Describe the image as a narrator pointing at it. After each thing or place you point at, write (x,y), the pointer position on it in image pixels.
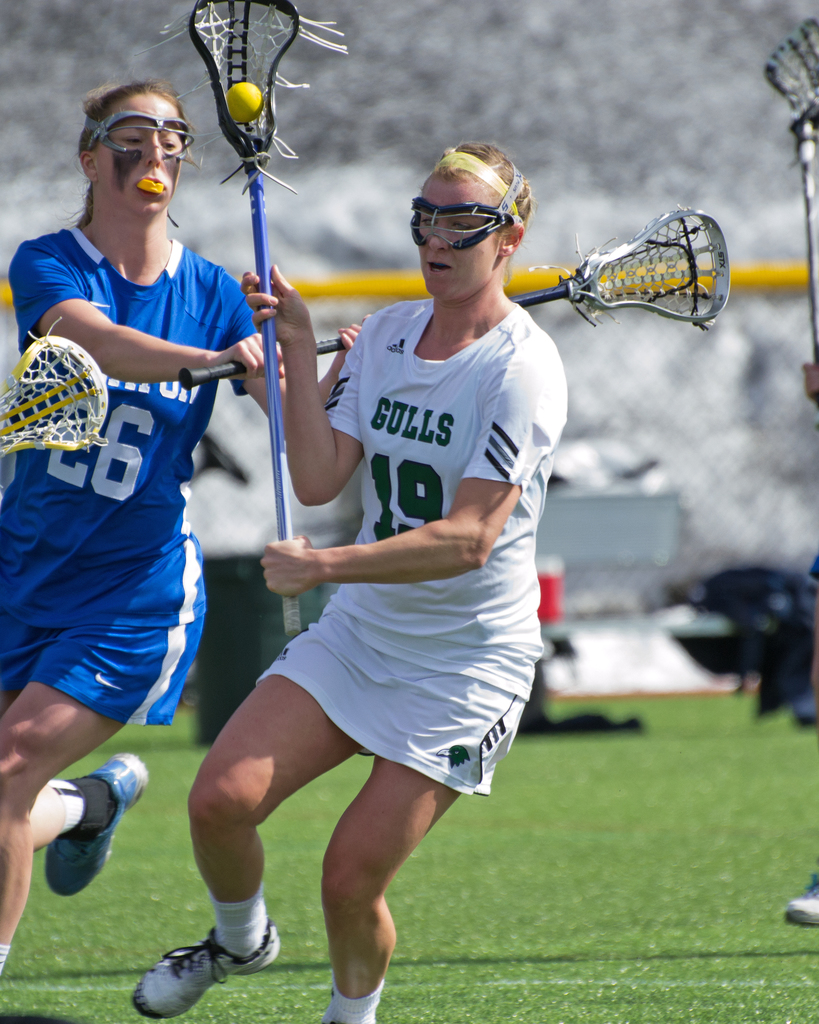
This picture is clicked outside. In the center (437,544) we can see the group of persons (446,398) and we can see the persons (195,347) wearing t-shirts (434,436), holding some objects (641,266) and seems to be running and we can see a ball (248,109), metal rods (557,291), net (689,261), green grass (641,845) and in the background (783,531) we can see some other objects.
